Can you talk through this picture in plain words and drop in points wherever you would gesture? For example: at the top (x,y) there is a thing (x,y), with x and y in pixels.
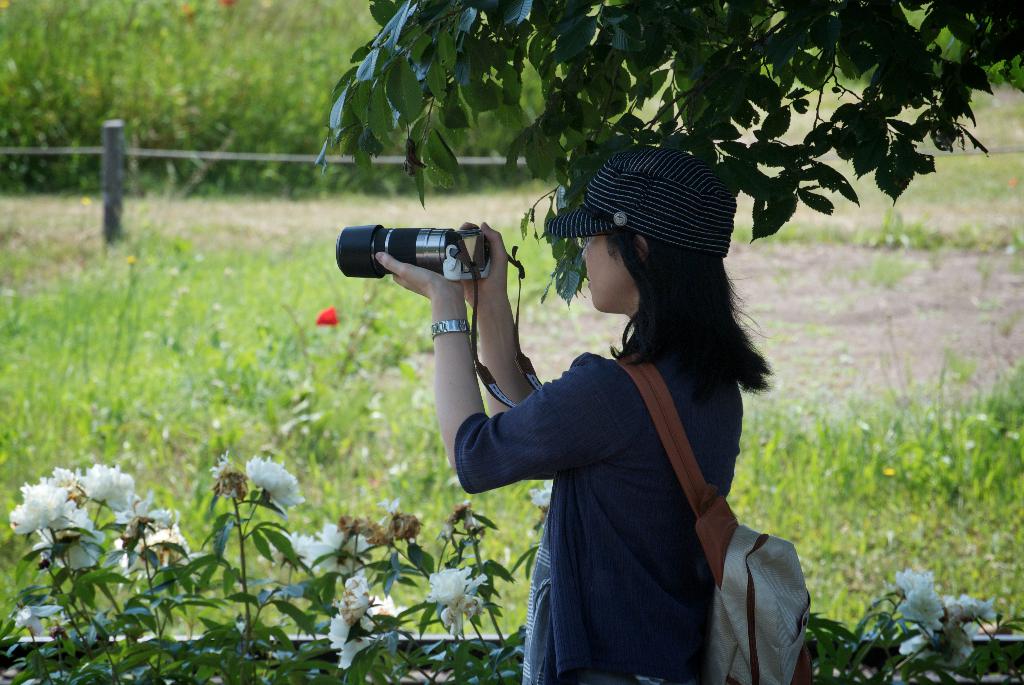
In this image I can see a woman (490,296) is standing and holding a camera (347,234). In the background (573,169) I can see few plants (122,668) and a tree (742,186).
